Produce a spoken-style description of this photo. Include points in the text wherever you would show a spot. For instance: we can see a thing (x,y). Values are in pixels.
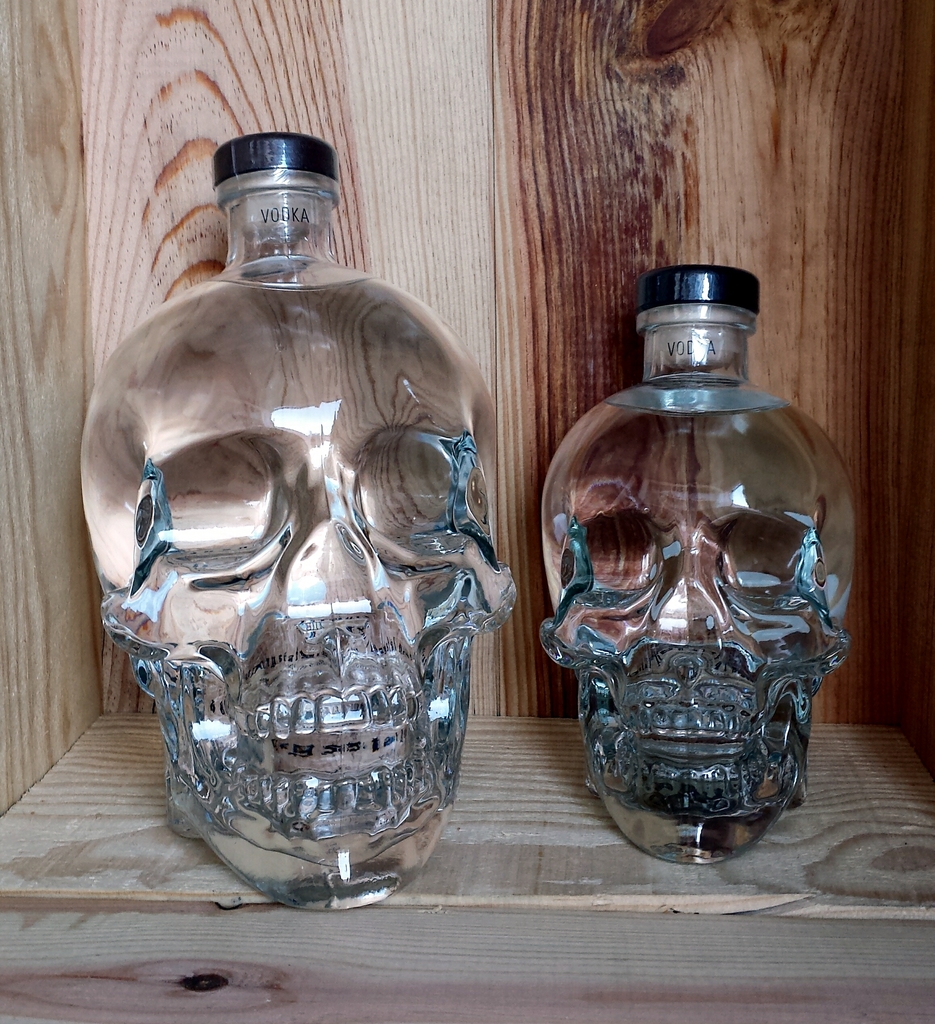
In this picture we can able to see a skull shaped bottles (251,568).
